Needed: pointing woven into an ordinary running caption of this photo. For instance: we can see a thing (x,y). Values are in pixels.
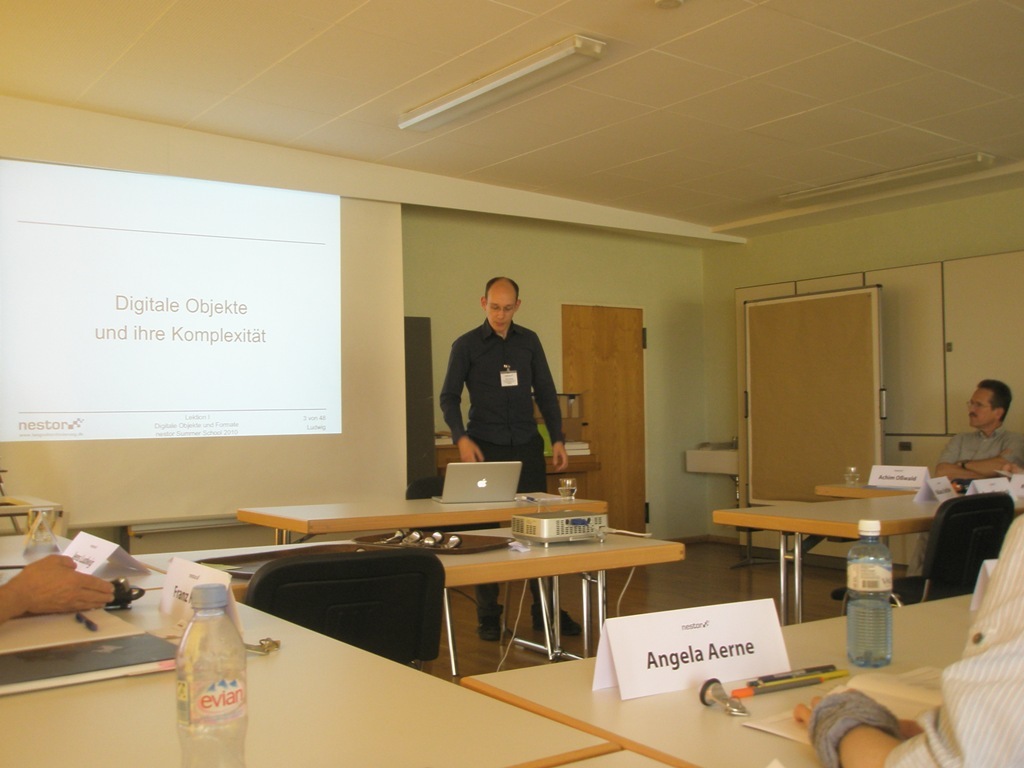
This Image is clicked in a room (423,401). There is a screen (304,330), there is a light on the top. There are so many tables (568,697), on the tables (158,678) there are bottle (184,656), laptop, name board (629,686), pens (800,685), placed on it.
